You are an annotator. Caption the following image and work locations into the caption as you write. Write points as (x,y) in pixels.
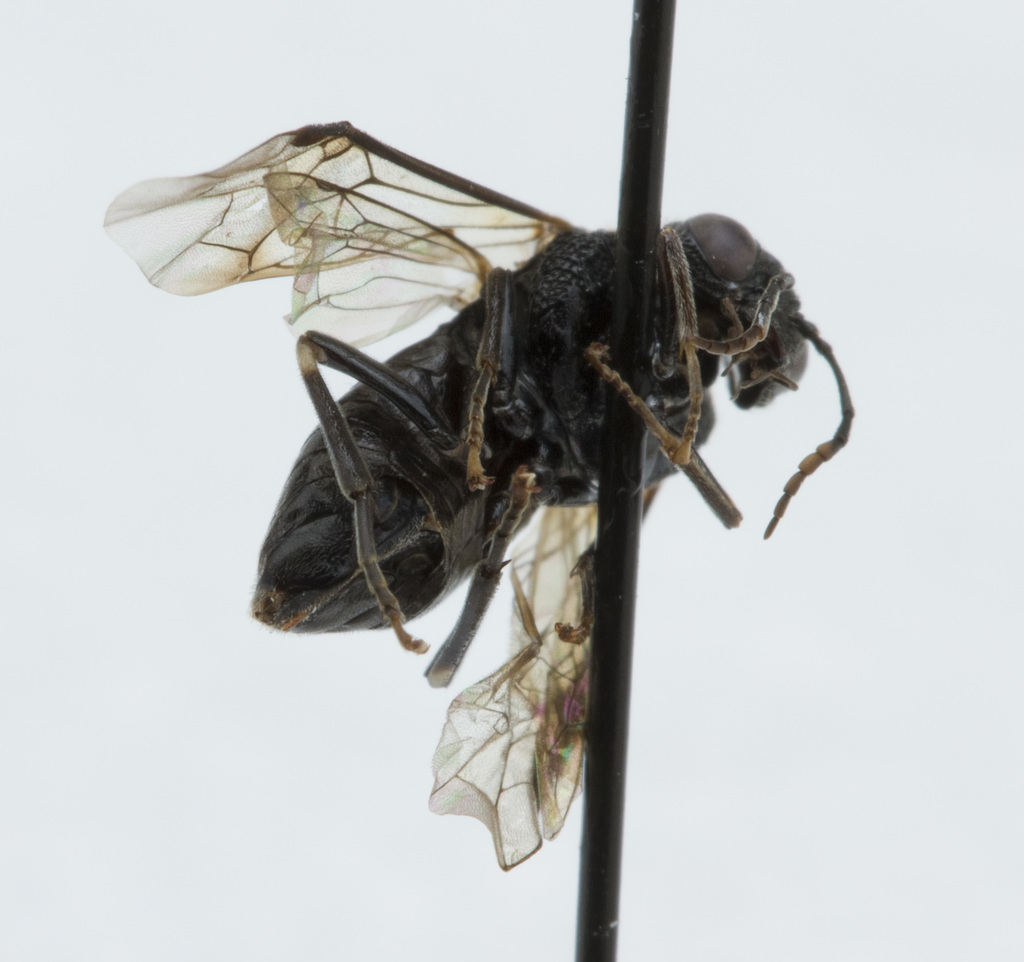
In this picture we can see an insect (300,602) on a pole (620,237) and in the background (142,752) it is white color.
